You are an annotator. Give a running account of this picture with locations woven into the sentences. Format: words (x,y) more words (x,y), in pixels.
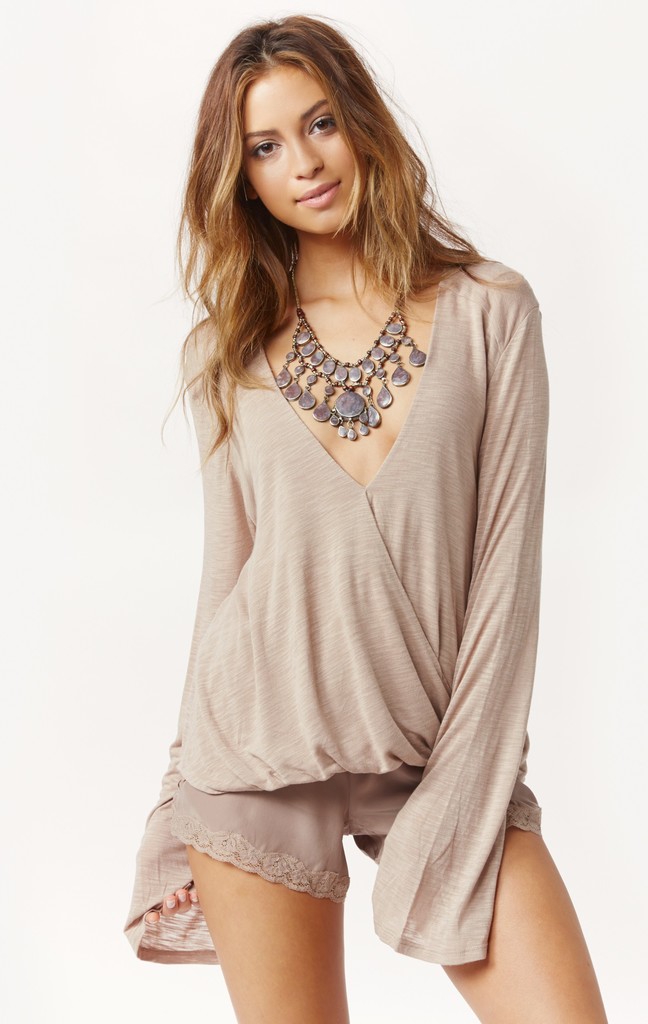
In the middle of the image (355,442) we can see a woman (558,972) and she is smiling.
